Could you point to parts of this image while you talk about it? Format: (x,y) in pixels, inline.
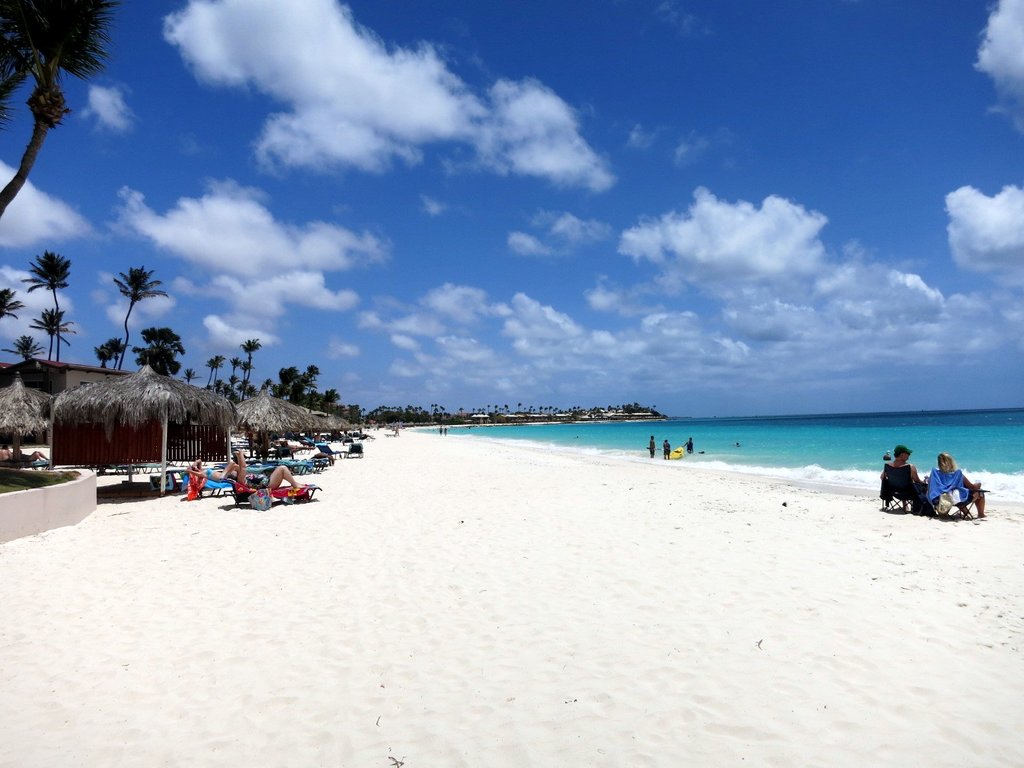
In the picture we can see a beach (462,675) with sand (252,579) and some sheds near it, we can see some people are lying on the lying chairs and near the sand (615,487), we can see the water (653,427), which is blue in color and in the background (594,409) we can see tall trees (314,372) and sky (452,225) with clouds (974,226).
